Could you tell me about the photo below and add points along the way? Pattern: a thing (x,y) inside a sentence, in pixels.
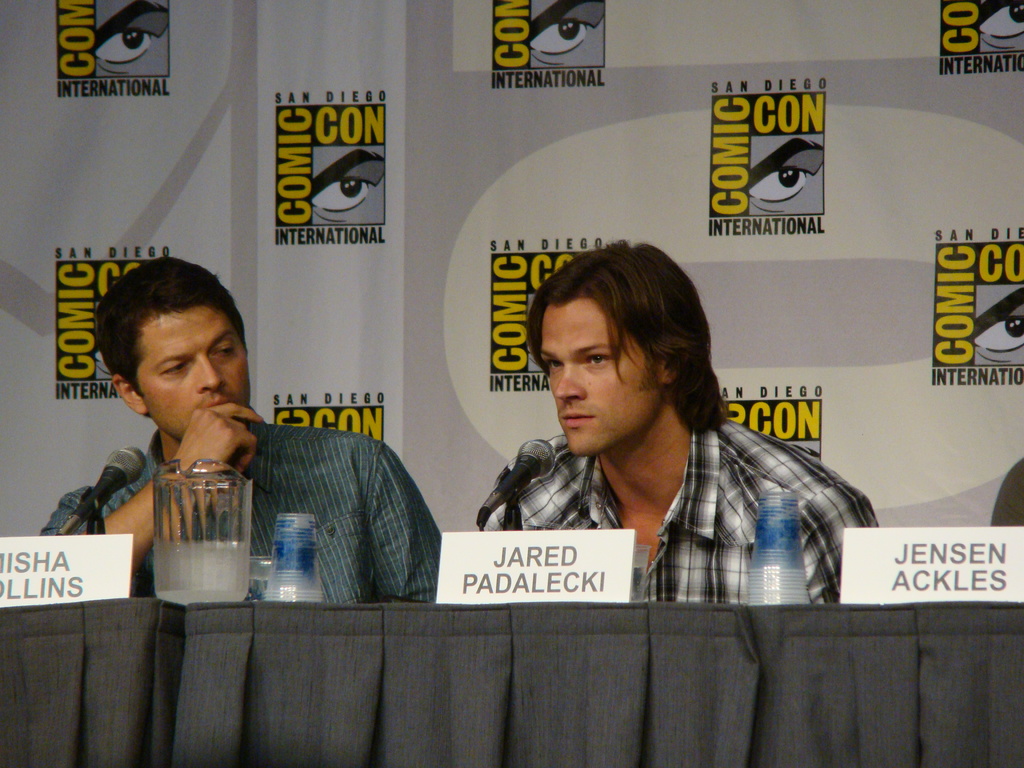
In this image at front (406,568) there are two persons (386,553) sitting on the chair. In front of them there is a table (567,651) and on top of the table (379,602) there are mike's (88,505), glasses (255,589), jars (169,580) and name boards (520,555). At the back side (505,141) there is a banner (374,168).
